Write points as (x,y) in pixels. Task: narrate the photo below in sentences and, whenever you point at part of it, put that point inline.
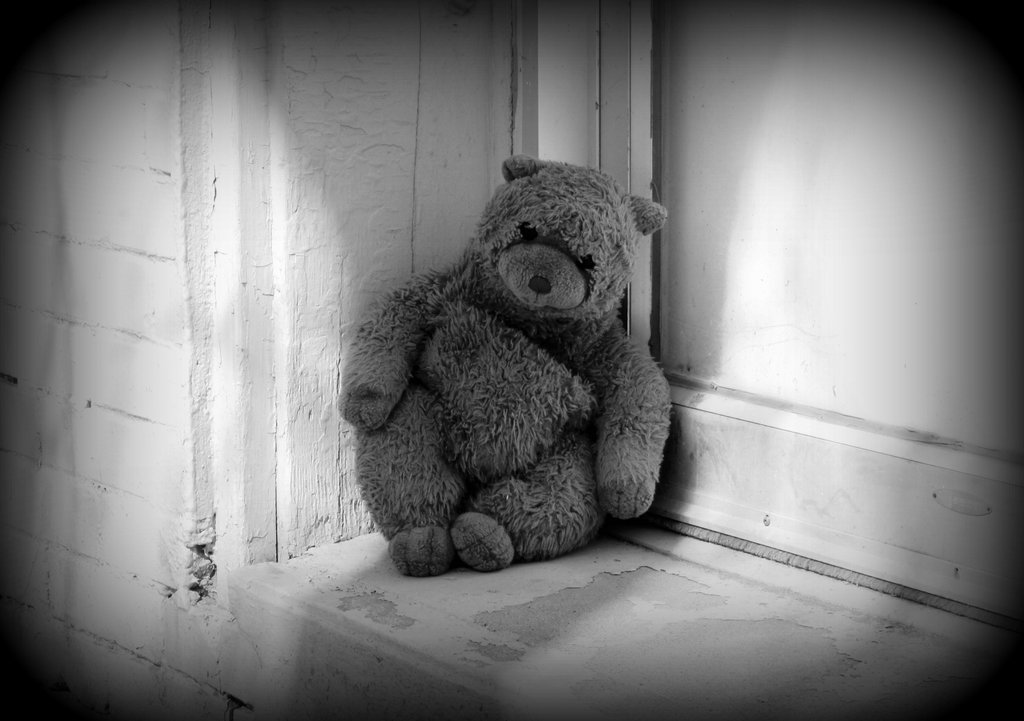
In this picture I can see the toy (572,371) which is placed near to the door (753,437) or window (734,434). On the left (54,223) I can see the shadow (46,212) on the brick wall (78,312).
